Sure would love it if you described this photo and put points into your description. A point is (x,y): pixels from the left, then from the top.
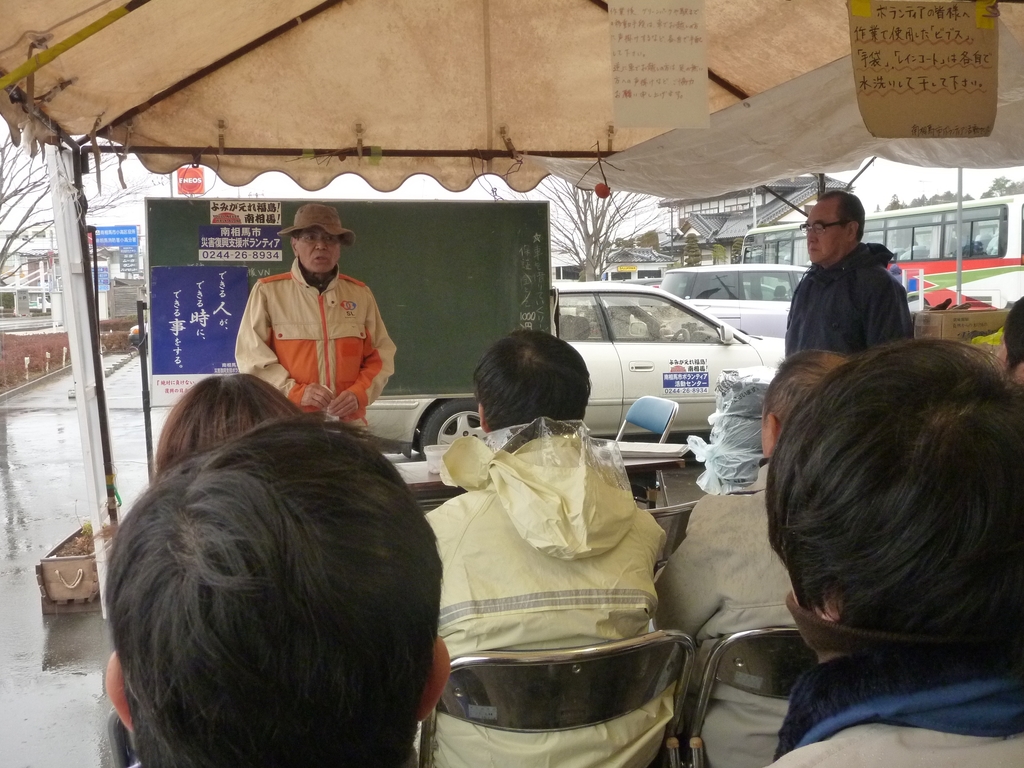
In this image I can see few persons (385,590) are sitting on metal chairs (722,673) and two persons (378,343) are standing. In the background (364,72) I can see a cream colored tent (432,68), a green colored board (403,242), few vehicles (679,281) on the ground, few trees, few boards (130,268), few buildings (578,270) and the sky (167,192).
